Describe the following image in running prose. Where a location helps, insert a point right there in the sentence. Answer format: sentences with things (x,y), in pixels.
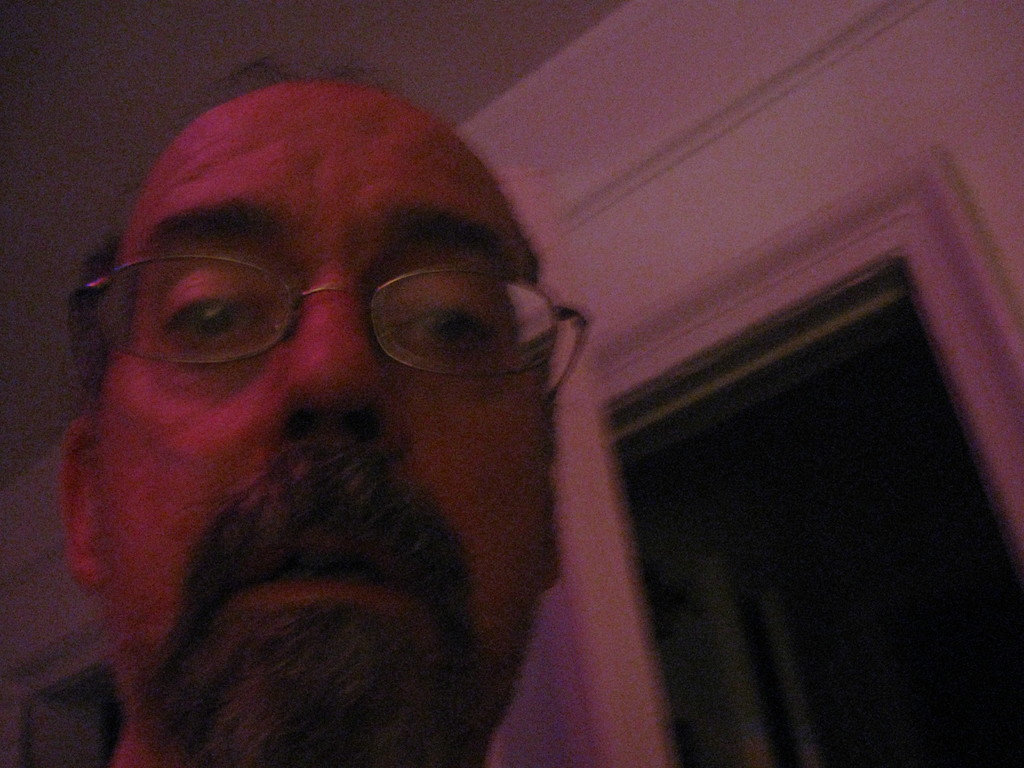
In this image we can see the head (325,362) of a person (399,352), also we can see the wall (770,192), and the roof (105,124).
